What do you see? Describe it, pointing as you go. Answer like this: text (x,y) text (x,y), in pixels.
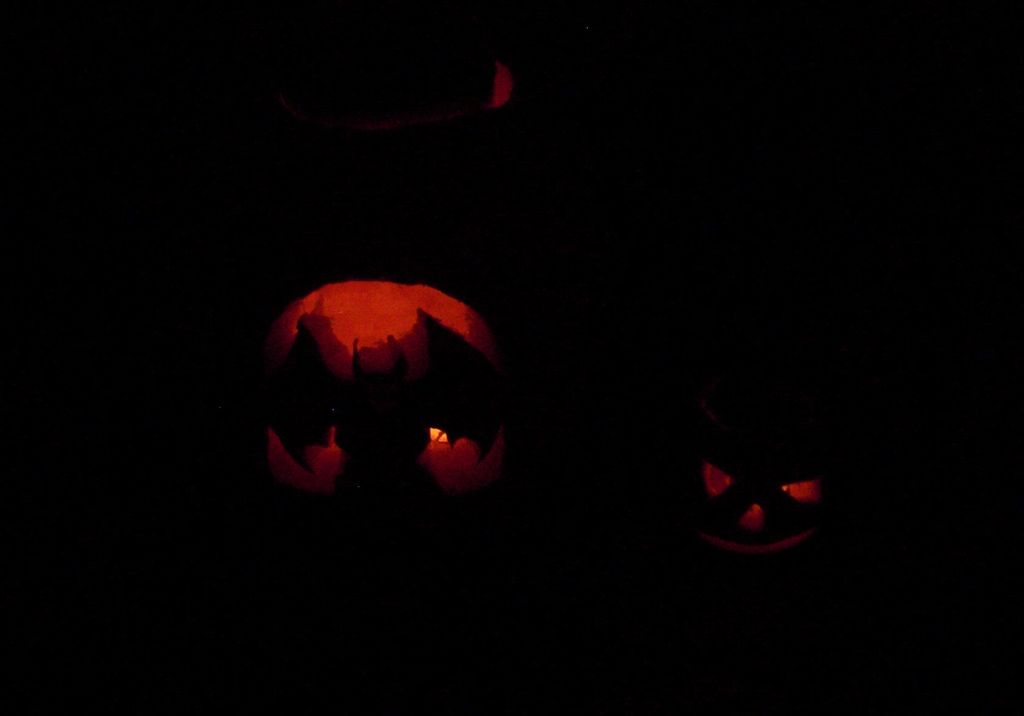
In the image there is a bat shadow (360,394) with red lights (408,315). And to the right side of the image (728,504) there is a devil image (764,494) with red light (753,525). And there is a black background (592,321).
